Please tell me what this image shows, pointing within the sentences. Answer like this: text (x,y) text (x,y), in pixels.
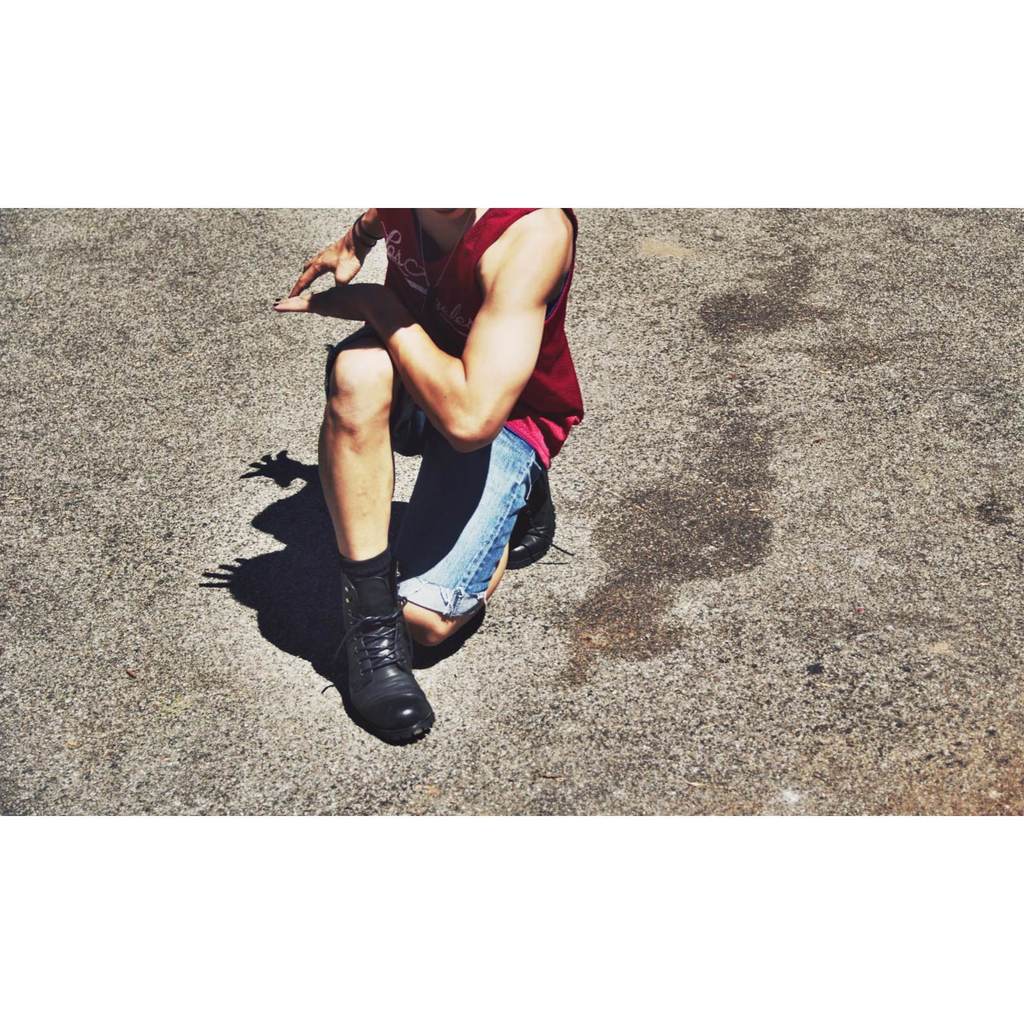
In this picture there is a person (390,686) is on knee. At the bottom (118,729) it looks like a road (698,672).
